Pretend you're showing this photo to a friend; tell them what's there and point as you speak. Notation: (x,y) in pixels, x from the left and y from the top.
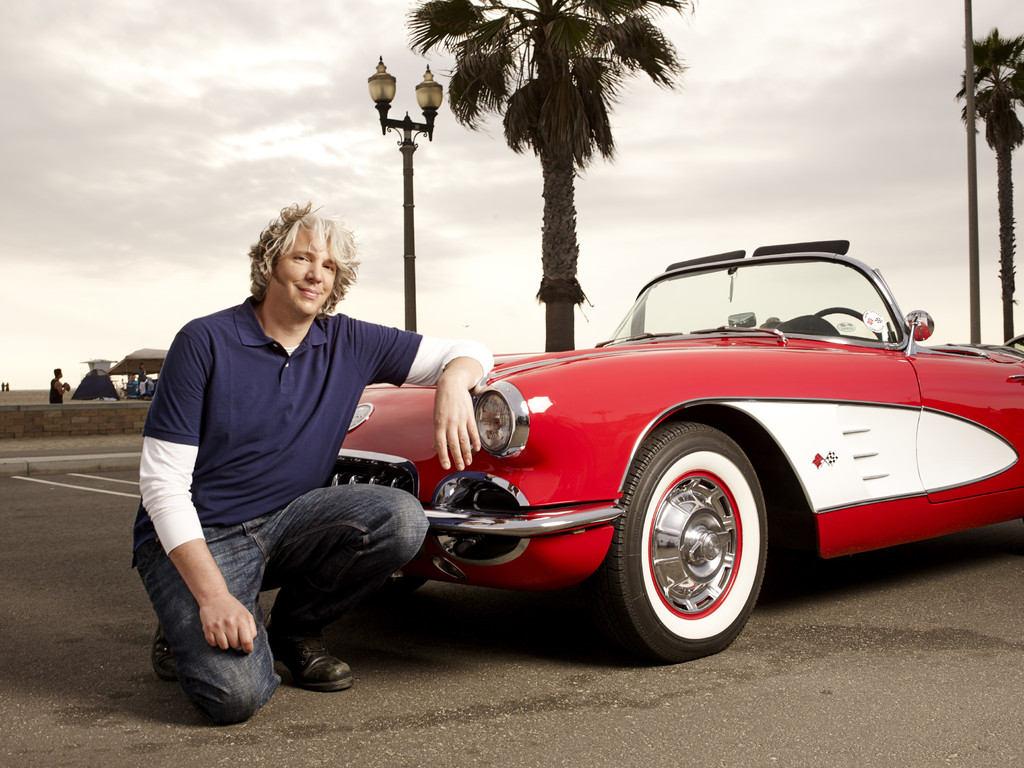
In this image there is a car (677,550) on the road (671,662). In front of it there is a man (246,628) kneeling on the ground (363,620). Behind the car (684,652) there are trees (584,82) and street light poles (971,88). To the left (113,372) there are tents (95,375) and a few people (55,393) in the background (108,381). At the top (222,73) there is the sky (198,135).
